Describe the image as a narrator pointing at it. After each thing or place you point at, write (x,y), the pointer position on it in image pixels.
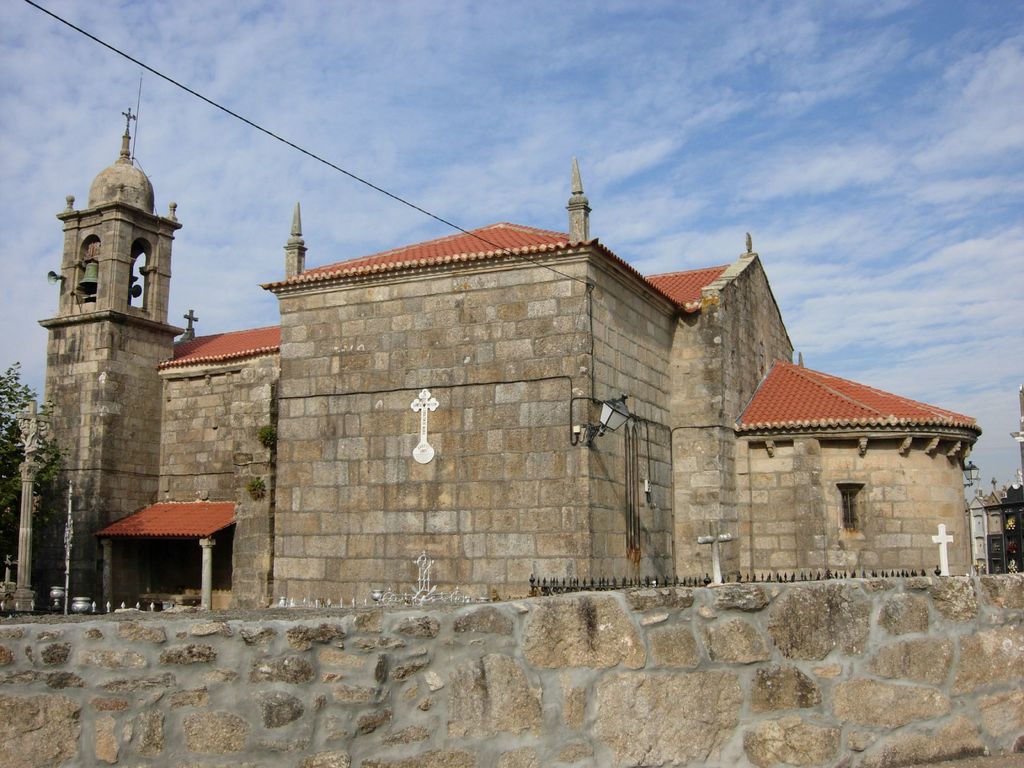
There is a stone wall (497,657). There is a building (319,450) which has roof (856,428) and stone wall (471,462). There is a lamp (589,430) and a tree (4,508) at the left (8,445). There is a wire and sky (524,170) at the top (524,170).
